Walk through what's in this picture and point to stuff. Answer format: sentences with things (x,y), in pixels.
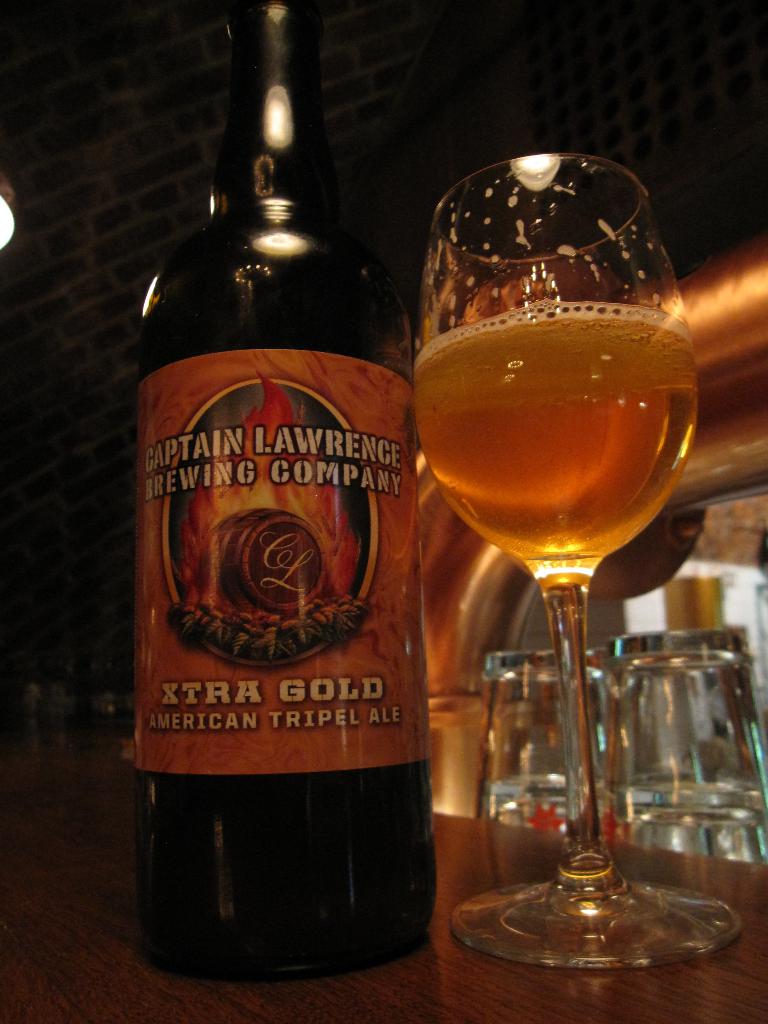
In this image we can see a bottle (287,331) and a glass (554,431) of drink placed on the table (433,933). In the background (512,690) there are glasses (606,673) and wall (513,103).
